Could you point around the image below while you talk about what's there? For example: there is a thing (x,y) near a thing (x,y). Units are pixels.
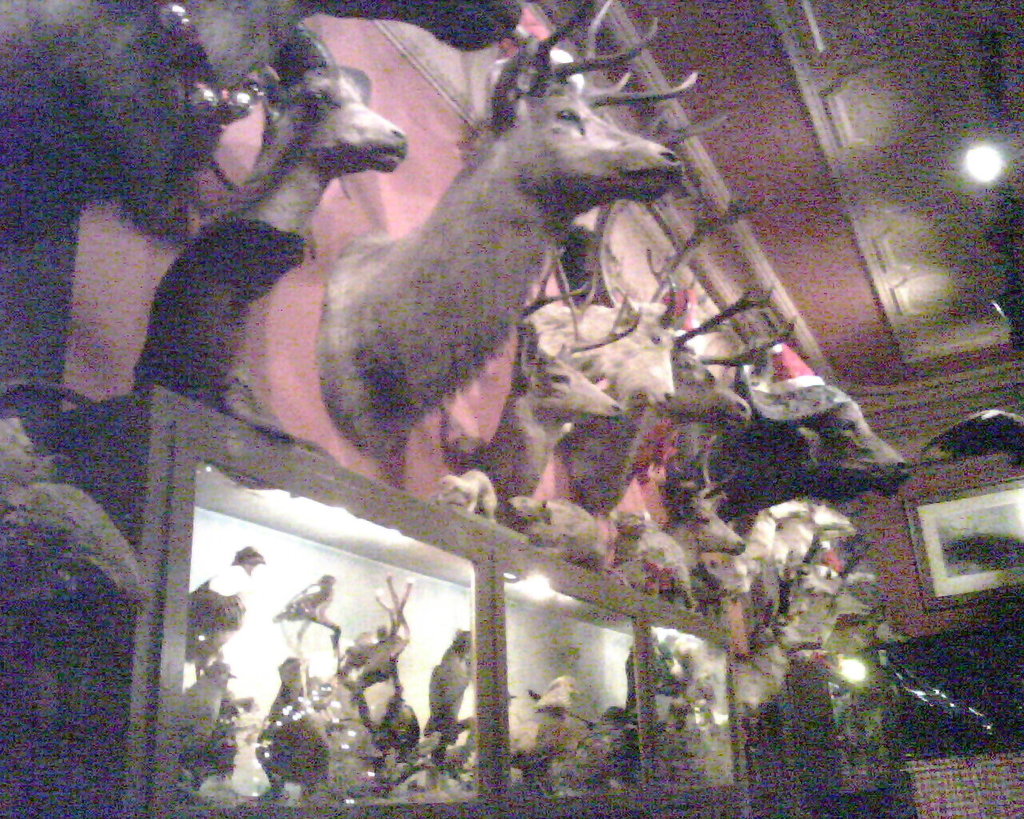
In this picture we can see sculptures (158,134) of animals (489,481) and birds (677,650), lights (979,164) and in the background (1011,500) we can see a frame (974,548) on the wall (981,480).
